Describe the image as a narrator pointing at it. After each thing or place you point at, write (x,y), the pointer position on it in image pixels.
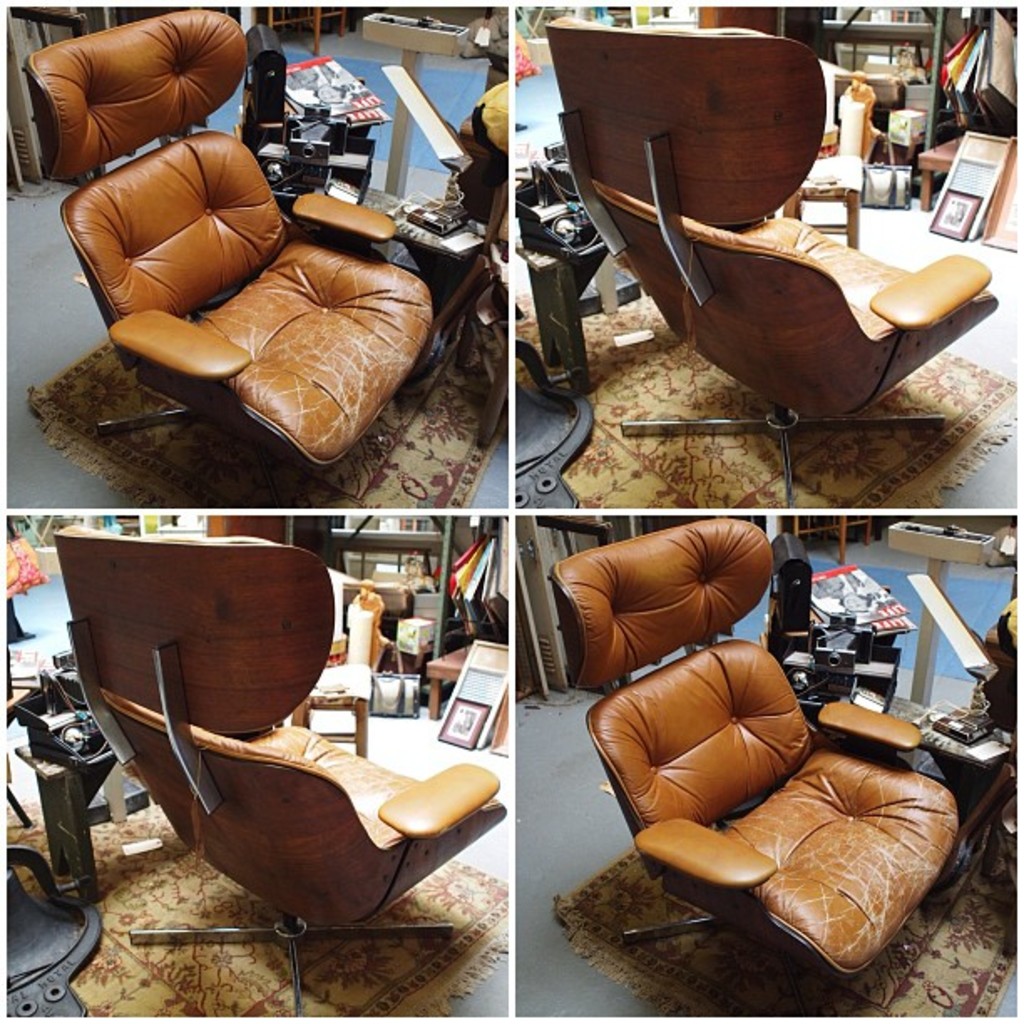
This is a collage picture of some room (380,548) where in that room (388,170) we can see chair (150,229), box (428,39), frames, racks (931,128), door mat (960,923).
